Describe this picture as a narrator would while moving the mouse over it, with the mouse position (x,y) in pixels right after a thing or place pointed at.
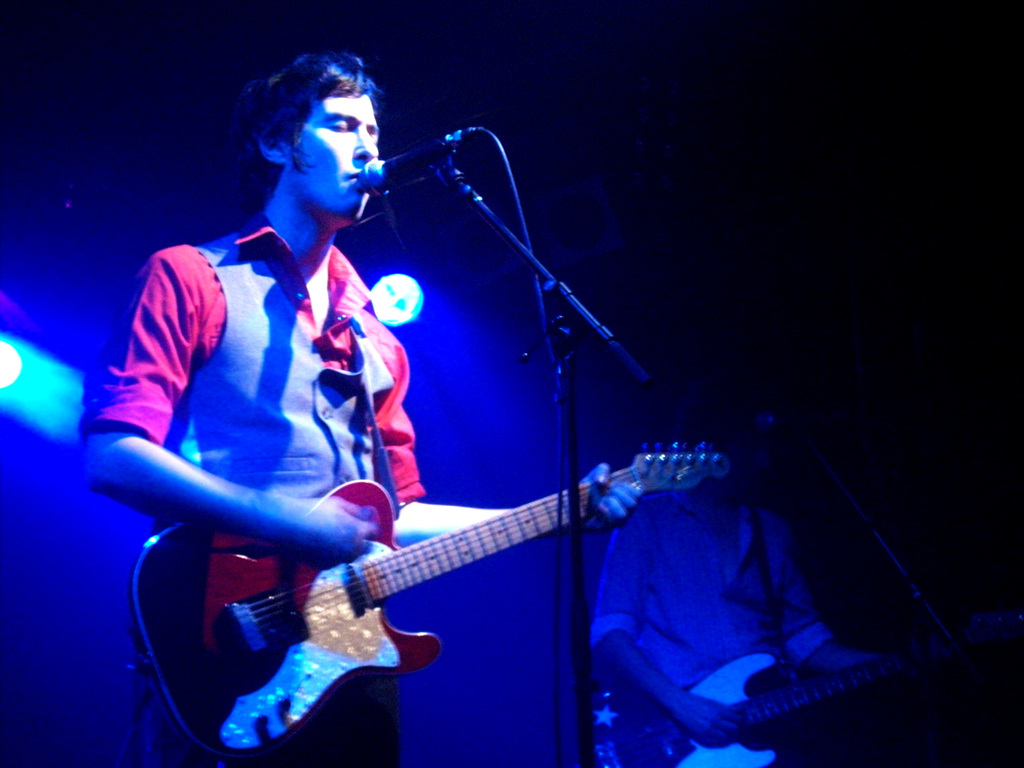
In this picture there is a man (293,384) standing on the stage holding a guitars (341,565) in their hands (621,497) and singing in front of a mic (402,175). In the background (706,536) there is another man (682,636) standing and playing a guitar (705,681). There are some lights (420,310) here.
